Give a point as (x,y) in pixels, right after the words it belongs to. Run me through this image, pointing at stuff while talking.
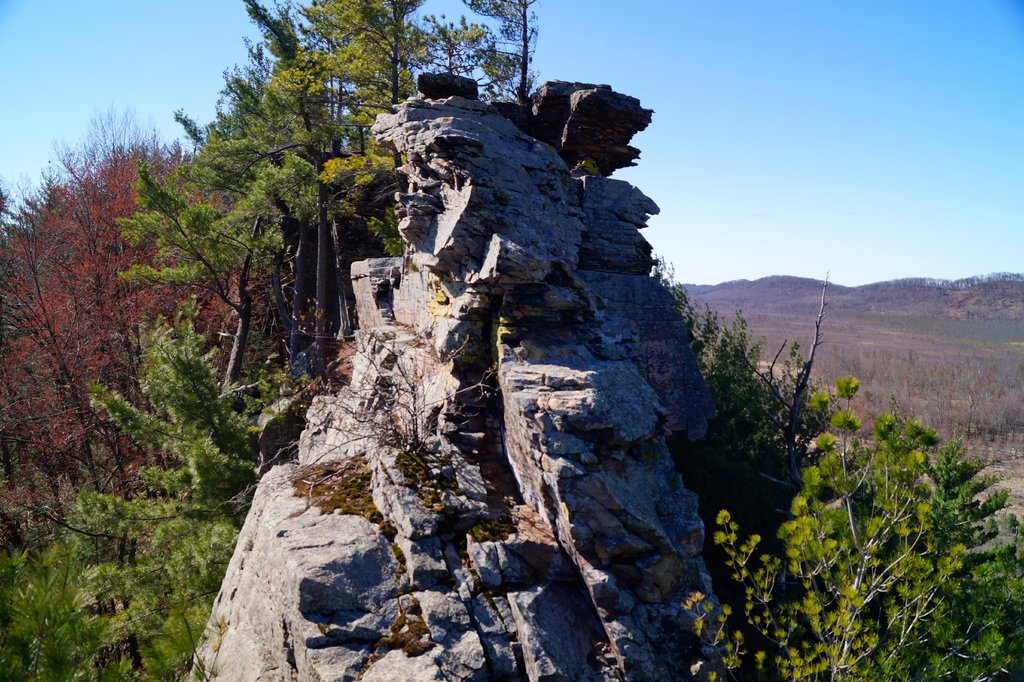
In this picture we can see rocks (369,414), trees (390,240), mountains (768,290), grass (1018,461) and in the background (765,161) we can see the sky (848,106).
